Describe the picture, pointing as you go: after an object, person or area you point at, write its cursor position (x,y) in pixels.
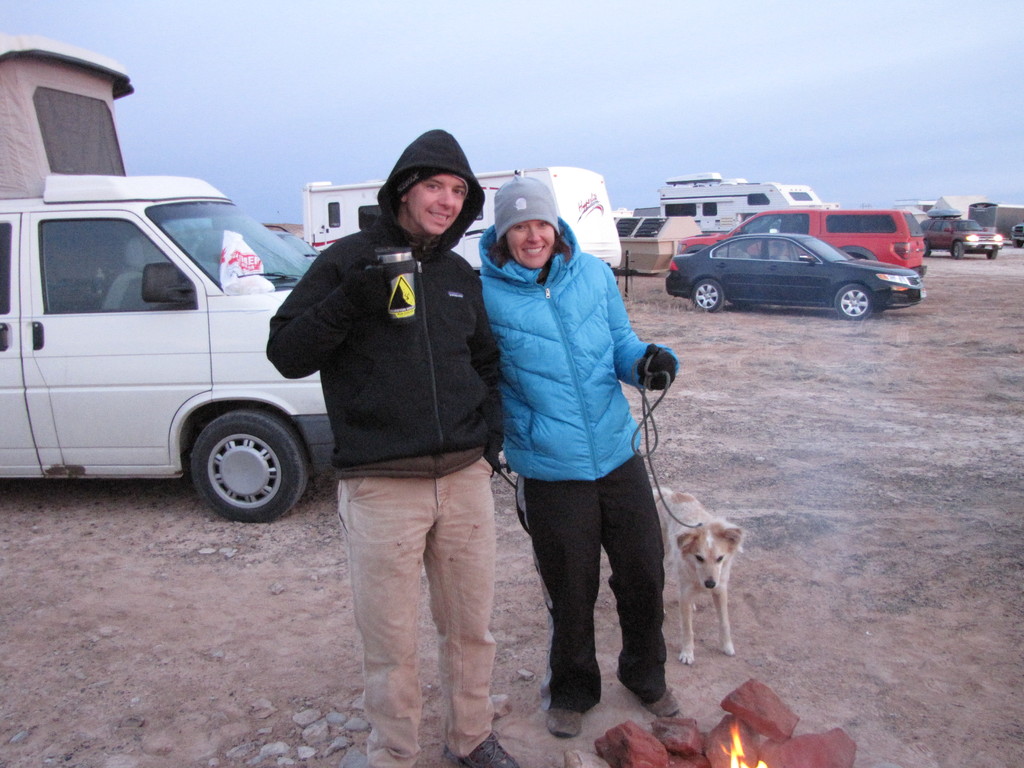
In this image there is the sky (510,59) truncated towards the top of the image (382,68), there are vehicles (1007,209), there is a vehicle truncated towards the left of the image (104,276), there is a vehicle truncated towards the right of the image (992,225), there are persons (464,358) standing, a person (402,389) is holding an object (392,312), a person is holding a leash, there is a dog (669,494), there are bricks (696,749) truncated towards the bottom of the image (675,734), there is the fire (736,733) truncated towards the bottom of the image (758,766), there are stones (350,722) on the ground (202,594).
